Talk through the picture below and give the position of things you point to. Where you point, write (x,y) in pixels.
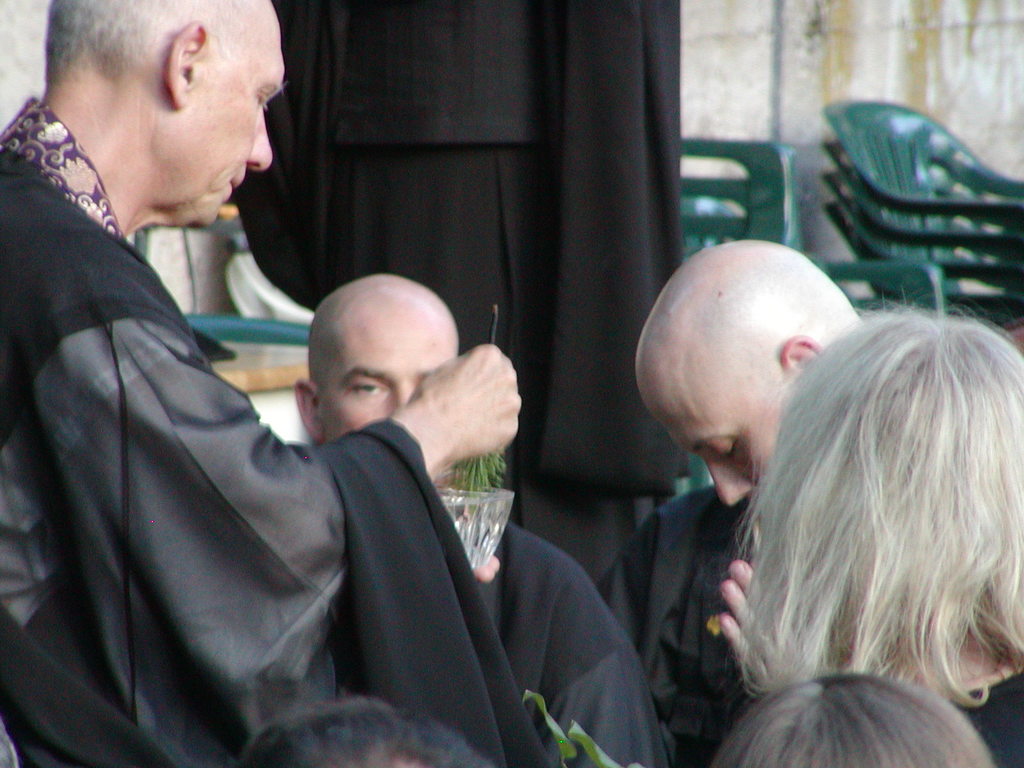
In this image we can see people (664,459) wearing black color dress (266,529). In the background of the image (913,159) there are chairs (842,209). There is wall (698,56).
